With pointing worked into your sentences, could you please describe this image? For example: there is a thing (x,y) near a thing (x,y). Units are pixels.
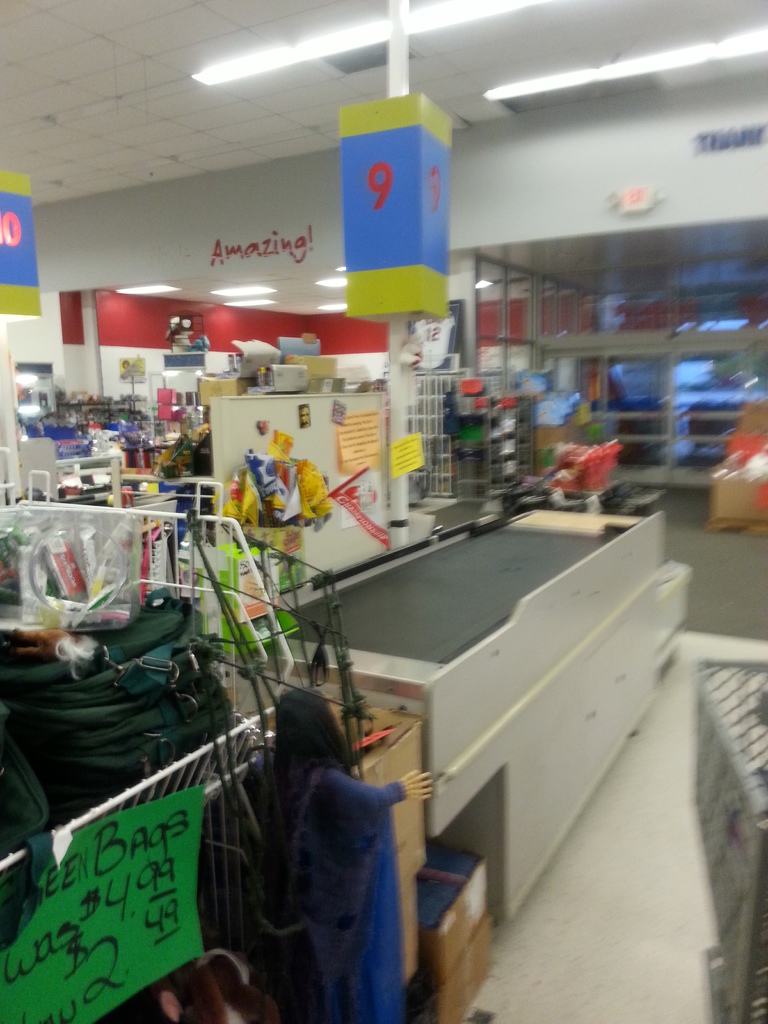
This picture describes about inside view of a mall (472,453), in this we can find some carts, hoardings (437,185) and lights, and also we can see some other things (208,425).
